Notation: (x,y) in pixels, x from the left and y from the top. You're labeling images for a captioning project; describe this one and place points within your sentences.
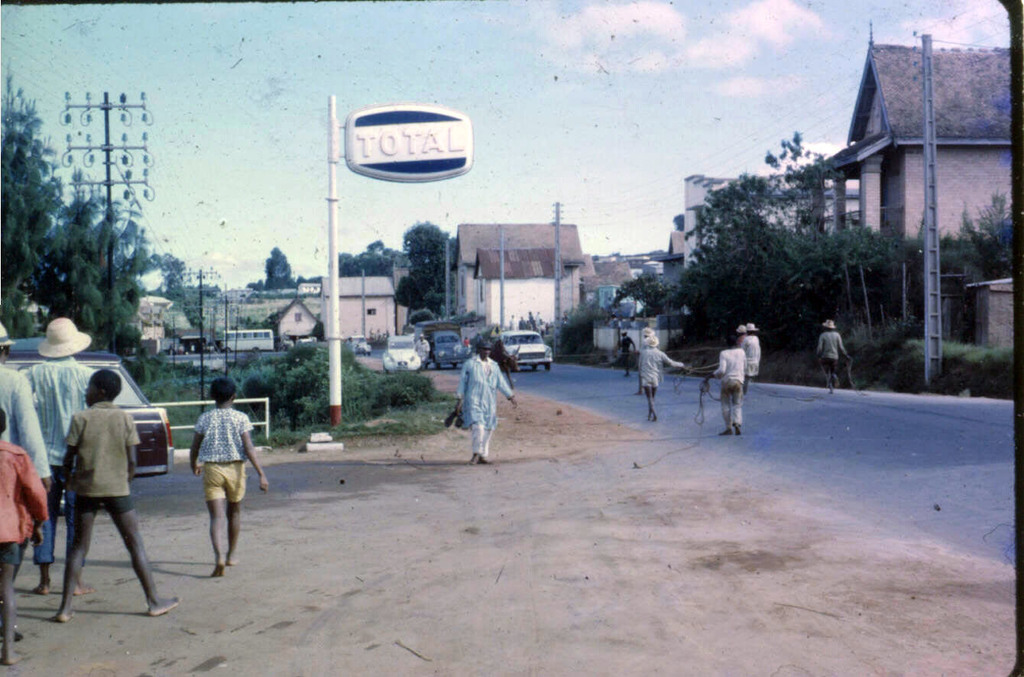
In this image I can see few trees (120,274), buildings (296,317), windows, poles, current poles (928,174), wires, board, few vehicles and few people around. The sky (520,116) is in white and blue color.
